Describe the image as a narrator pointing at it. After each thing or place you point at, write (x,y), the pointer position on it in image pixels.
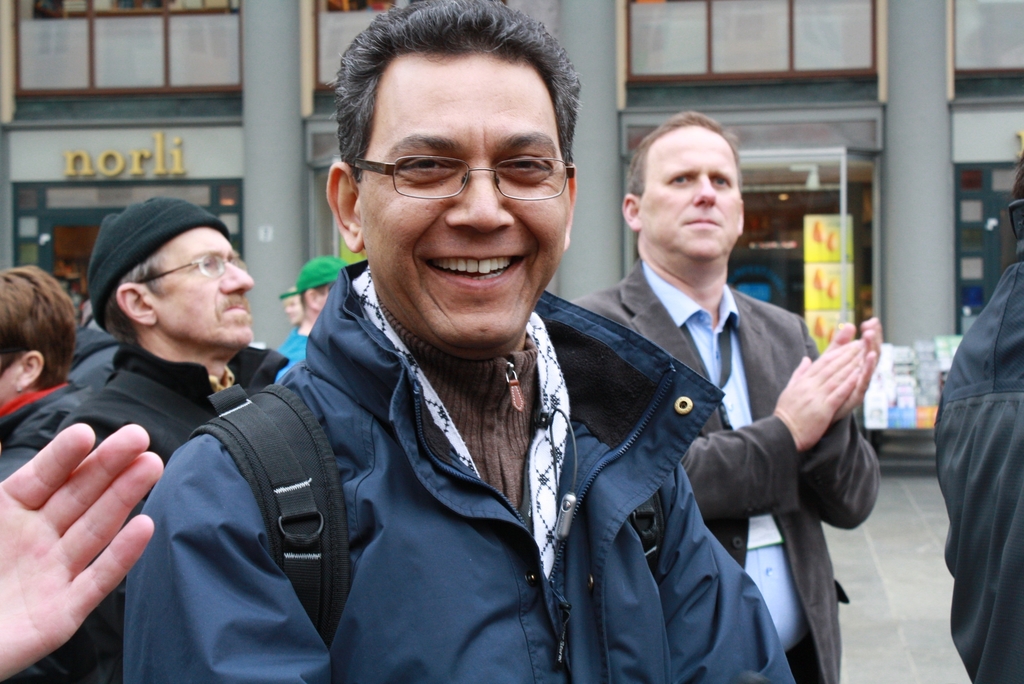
In this image I can see a person (528,48) laughing in the foreground (680,437), and there are other people (190,221) standing at the back (17,310), in the background (969,139) I can see a building (334,71) and on the right side (869,404) I can see the books (909,376).
